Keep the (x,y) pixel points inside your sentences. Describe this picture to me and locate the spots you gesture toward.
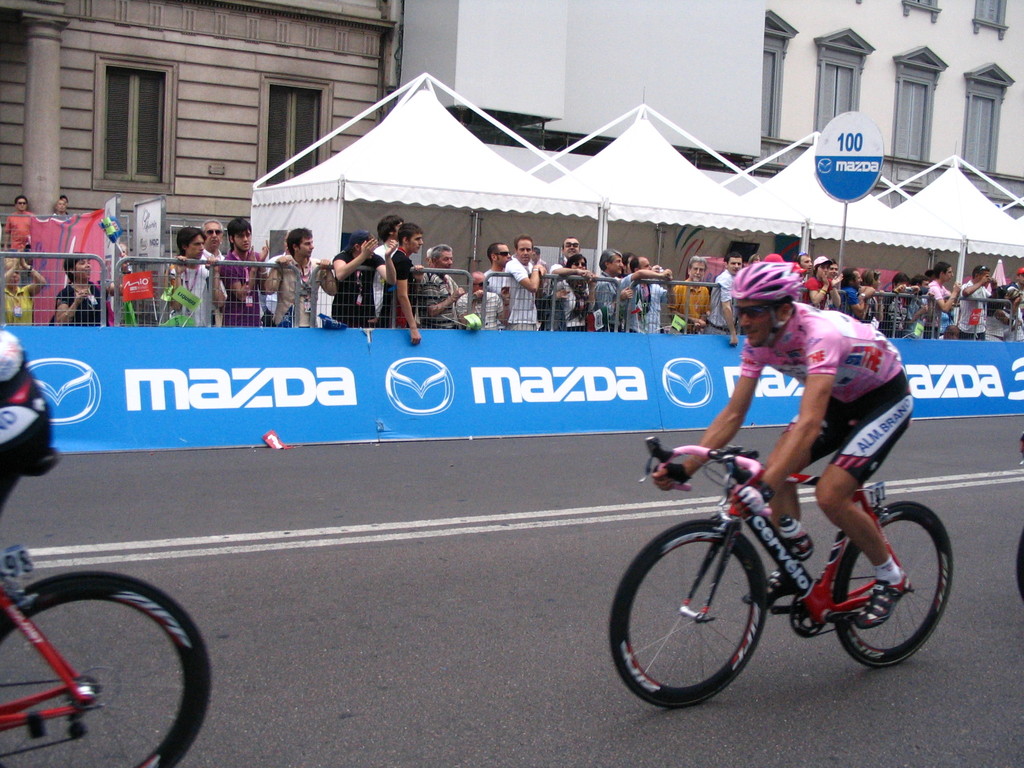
Here in this picture we can see a person (789,497) riding bicycle (761,590) on the road (661,602) and we can see he is wearing gloves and helmet (758,295) and goggles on him and we can also see other bicycles (125,578) present here and there on the road (970,607) and beside them we can see a barricade (654,281) present covered all over there and we can see people (72,308) standing there and watching them and behind them we can see tents (690,171) present over there and we can see sign boards (839,144) and we can see buildings (388,46) with windows (839,88) on it present over there.
